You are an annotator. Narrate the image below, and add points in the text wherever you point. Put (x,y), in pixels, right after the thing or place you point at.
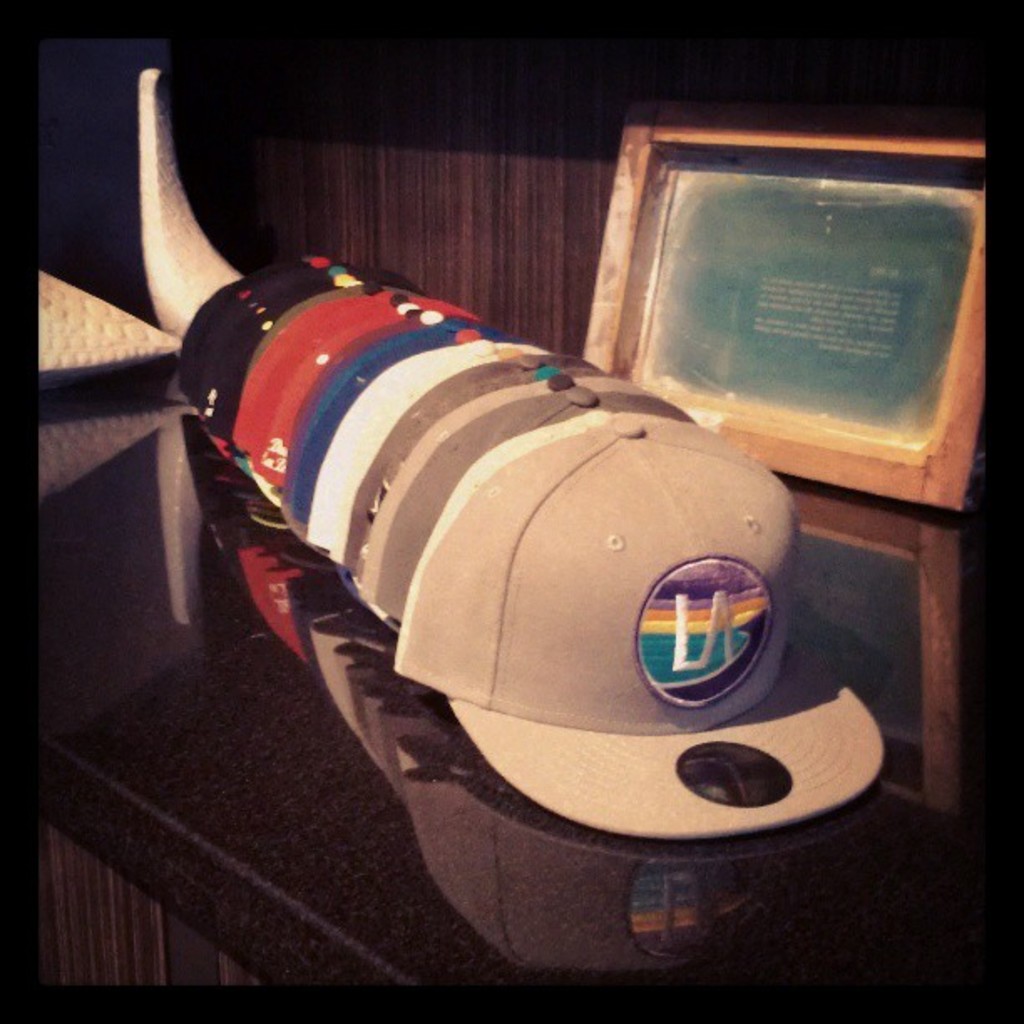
In this image we can see few caps (573,548) and a photo frame (638,372) on the table (204,766) and the background (574,62) looks like the wall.
